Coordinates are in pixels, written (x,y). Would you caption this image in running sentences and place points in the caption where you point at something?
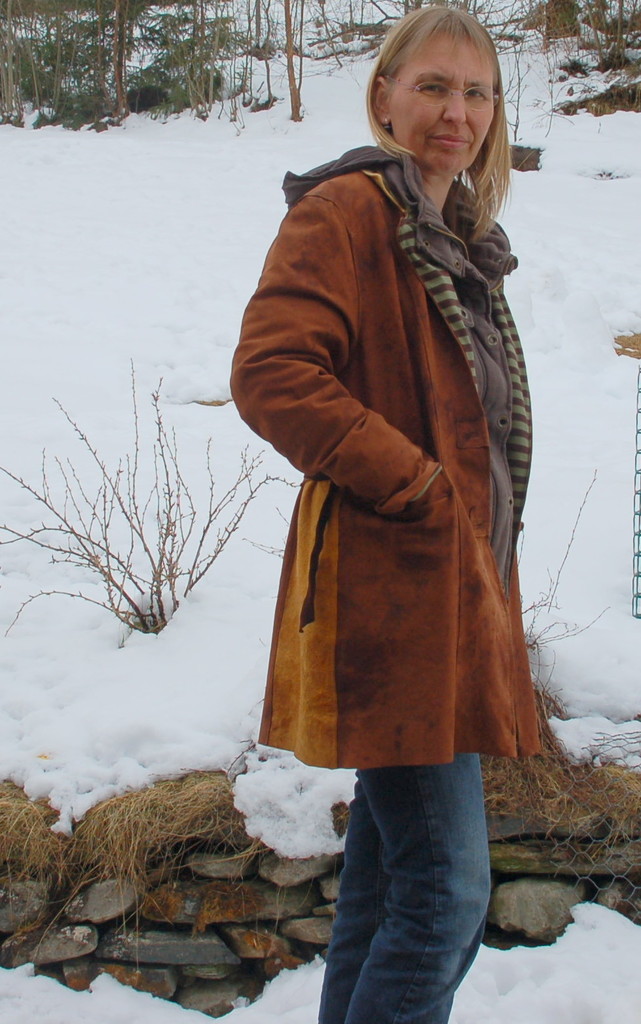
In this image there is a woman (348,448) standing, is posing for the camera, behind the woman (343,557) there are rocks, on top of the rocks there is snow (159,250), in the background of the image (41,35) there are trees (112,7).
